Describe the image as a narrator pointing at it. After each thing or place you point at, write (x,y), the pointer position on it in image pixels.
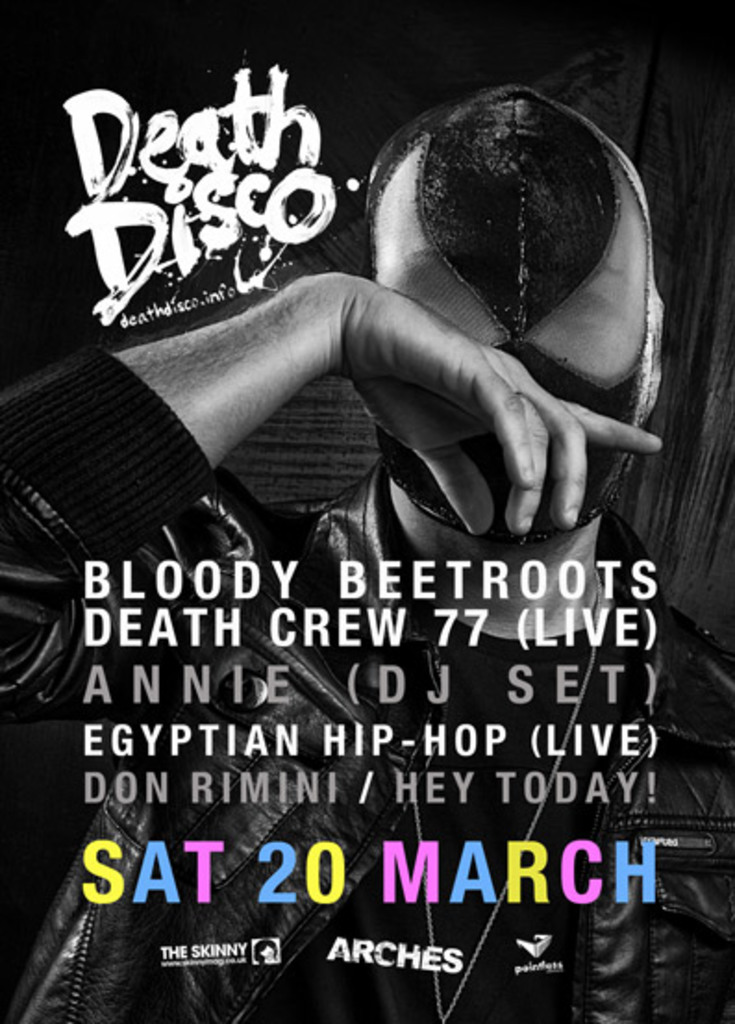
In this image we can see a person (495,591) wearing a mask (428,476) to his face (560,276). In the foreground of the image (254,749) there is some text (485,570).
